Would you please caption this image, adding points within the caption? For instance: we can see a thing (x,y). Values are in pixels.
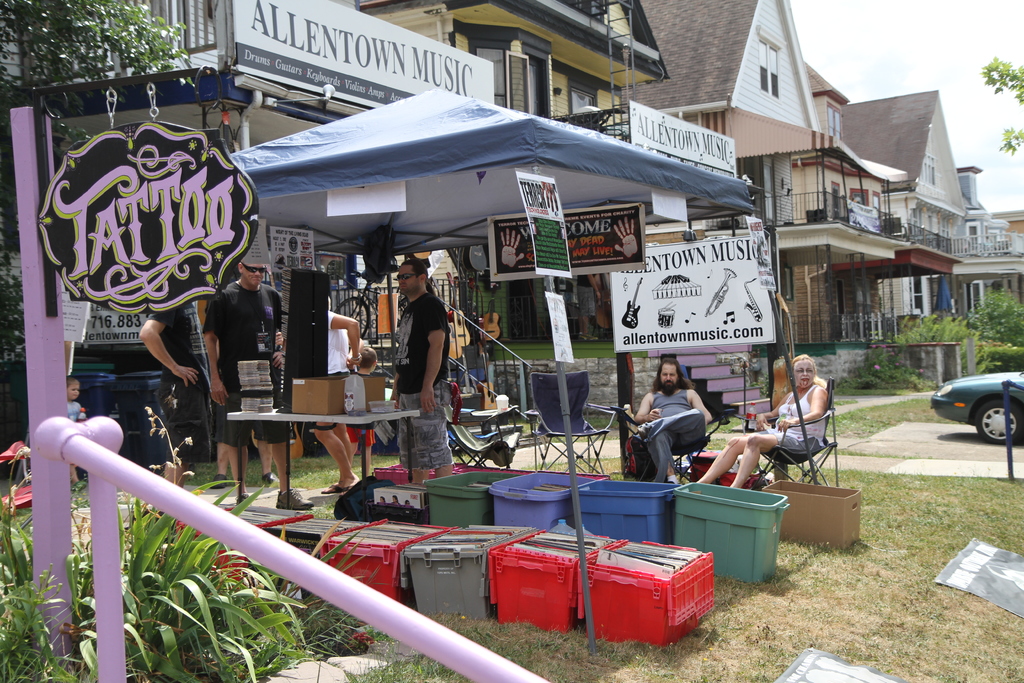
In this image we can see group of people (362,374) some are standing and some are sitting in chair (580,447) and we can see baskets (592,495) in front of them. And in bottom left hand (256,538) we can see a rod (68,431) in which some text (129,183) is written on it and plants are seen And we can see a kid (72,409). And bottom we can see grass (502,626). on right side (1011,373) we can see car (993,382).
